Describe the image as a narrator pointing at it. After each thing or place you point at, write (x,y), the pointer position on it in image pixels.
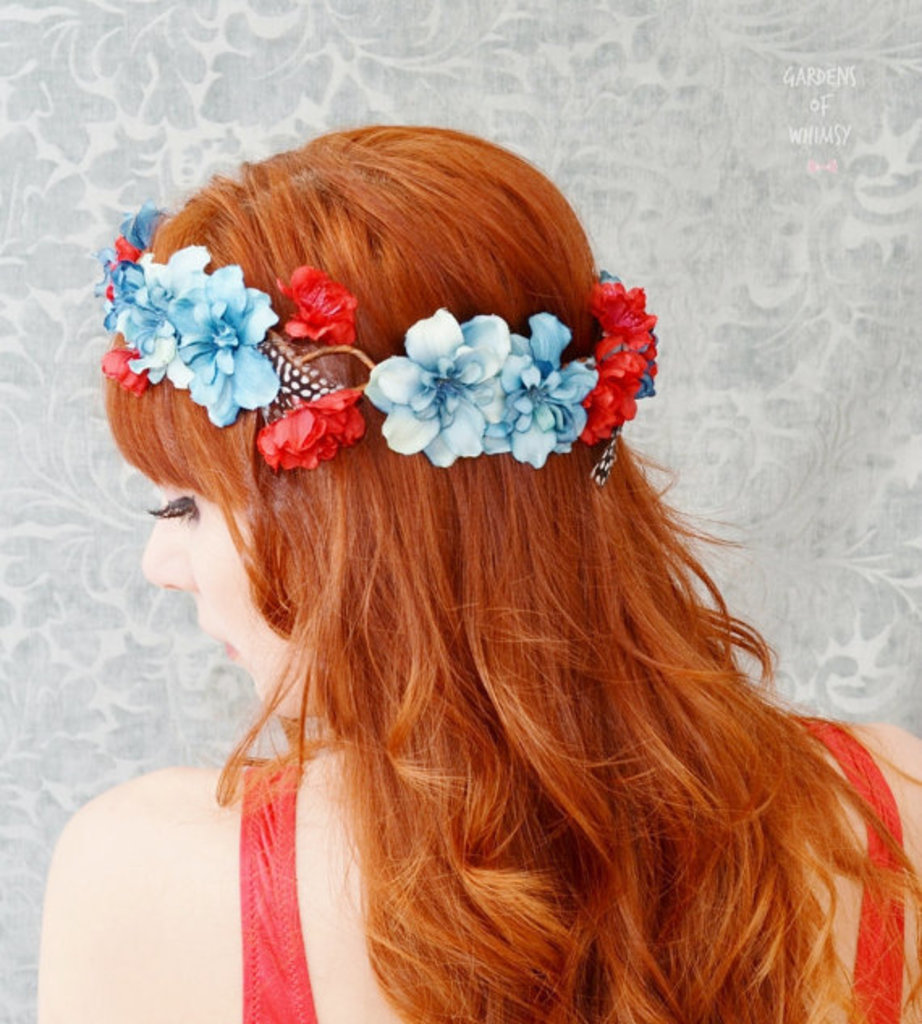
In this image we can see a lady person (251,868) wearing red color dress (880,948), brown color hair (346,520), also wearing head band (281,343) which is of multi color blue and red and in the background of the image (23,274) there is white color cloth (23,274).
